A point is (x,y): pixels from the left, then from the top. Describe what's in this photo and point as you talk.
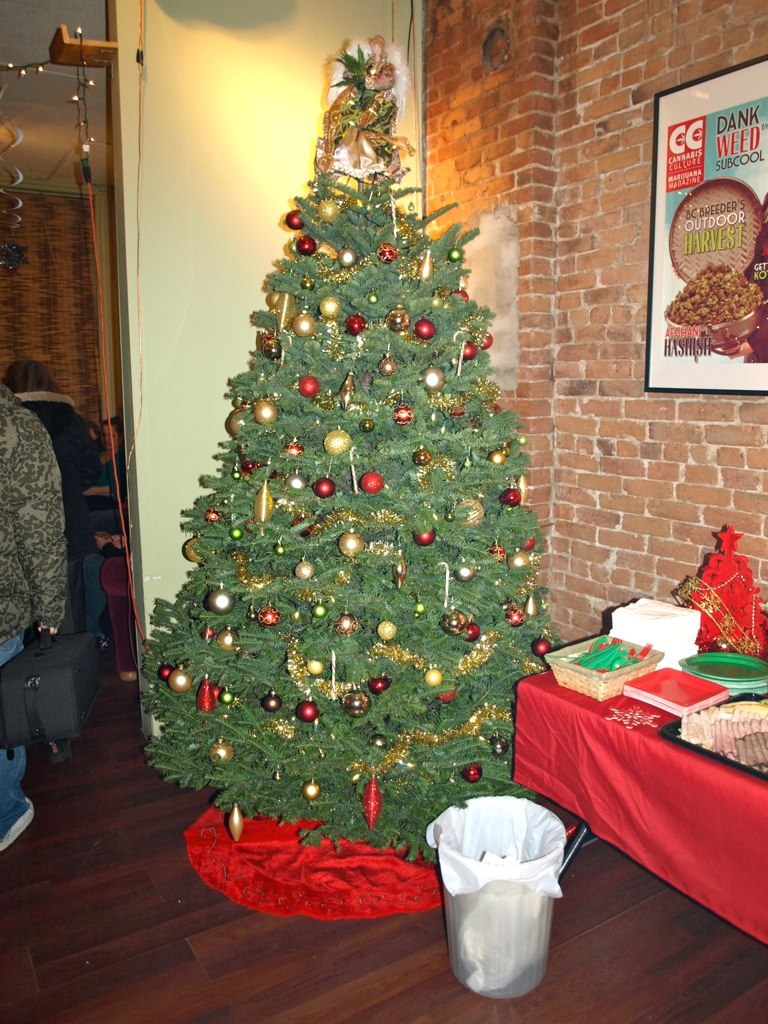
In this image I can see a Christmas tree (381,207) and on it I can see decorations (332,149). I can also see a dustbin (482,796), few plates (686,715), red colour cloth (634,740) and over here I can see few other stuffs (754,743). In the background (51,410) I can see two persons (51,479) are standing, few lights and here I can see a board (671,189) on this wall (663,50). I can also see something is written over here.
